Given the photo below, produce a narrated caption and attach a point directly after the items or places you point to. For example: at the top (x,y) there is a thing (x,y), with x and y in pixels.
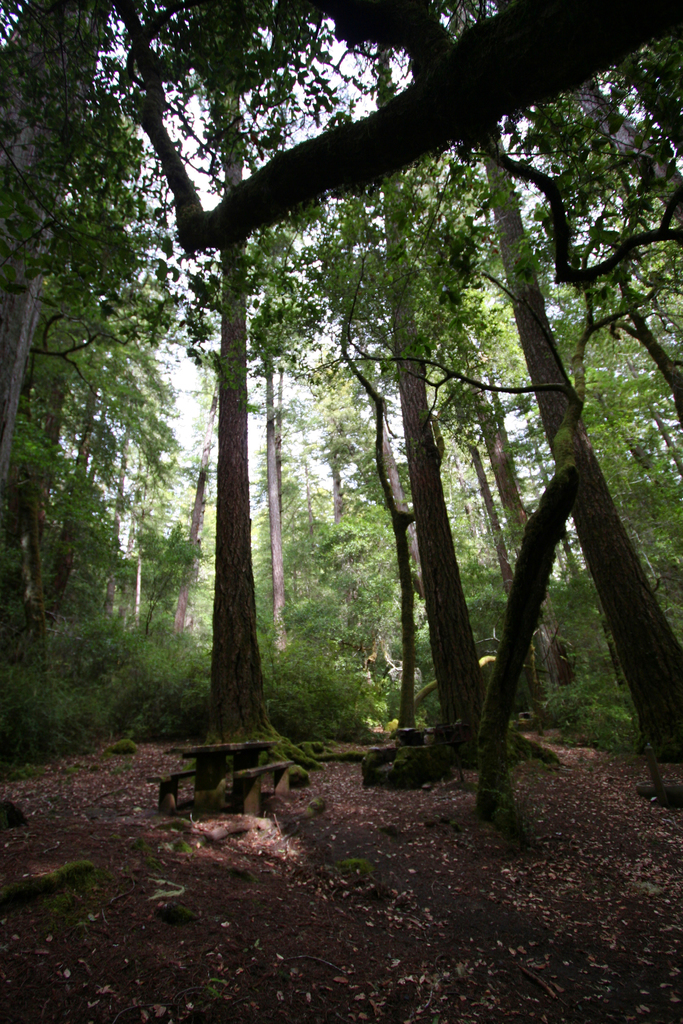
We can see trees (221,42), plants (65,626) and sky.
